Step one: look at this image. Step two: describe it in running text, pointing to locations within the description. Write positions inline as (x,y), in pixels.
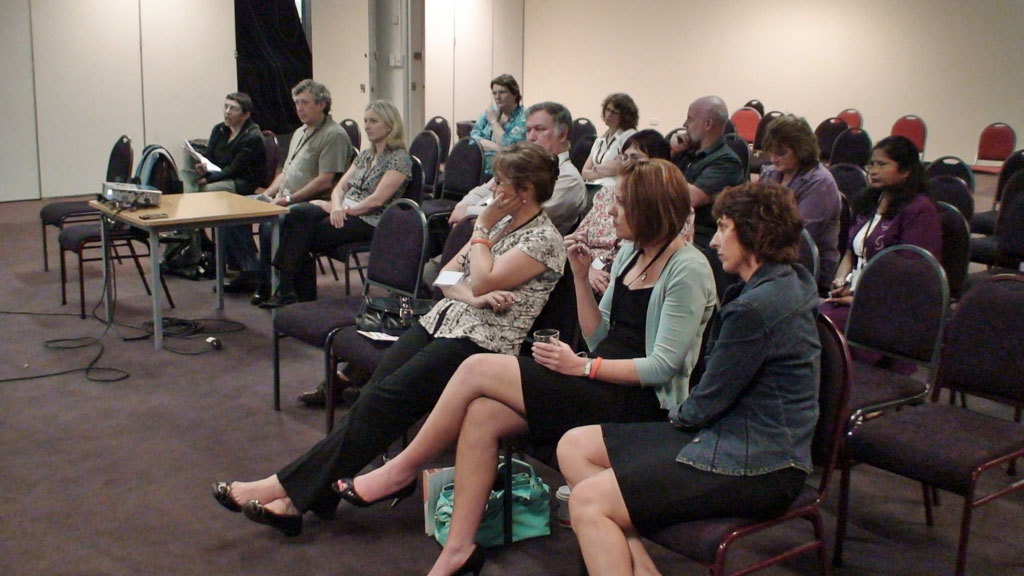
In this image i can see group of people (528,238) sitting on a chair (406,269), there is a table (238,199) in the image, there is a projector (145,195) on the table (171,208). At the background (436,101) i can see a wall (709,81).
